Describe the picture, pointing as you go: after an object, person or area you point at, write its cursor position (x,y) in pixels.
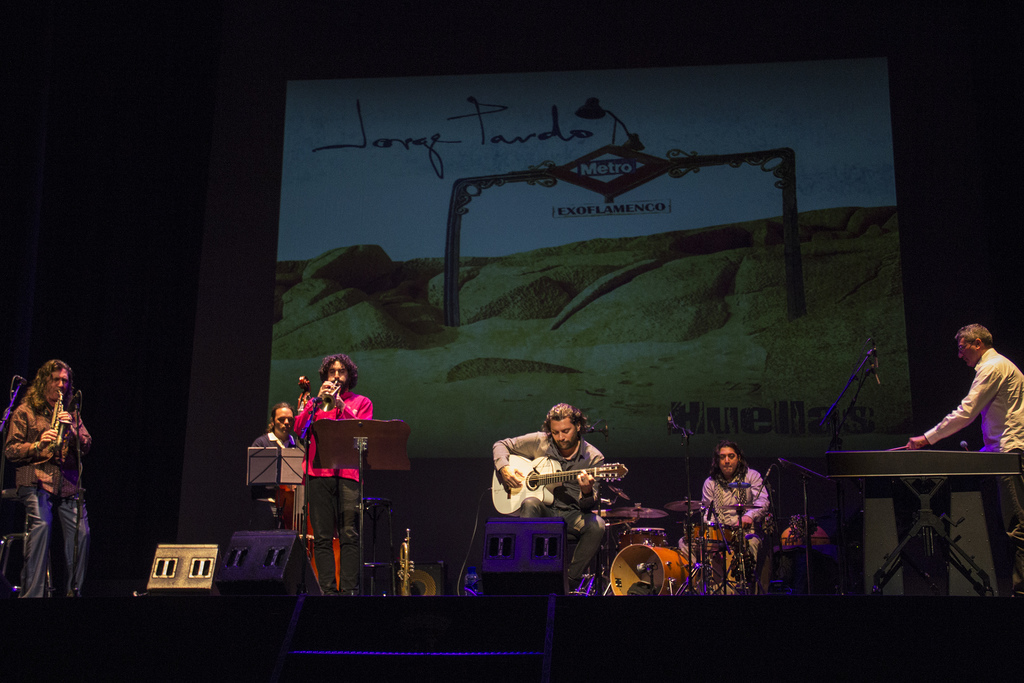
In this image there are group of persons (47,407) who are playing musical instruments (739,583) on the stage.
